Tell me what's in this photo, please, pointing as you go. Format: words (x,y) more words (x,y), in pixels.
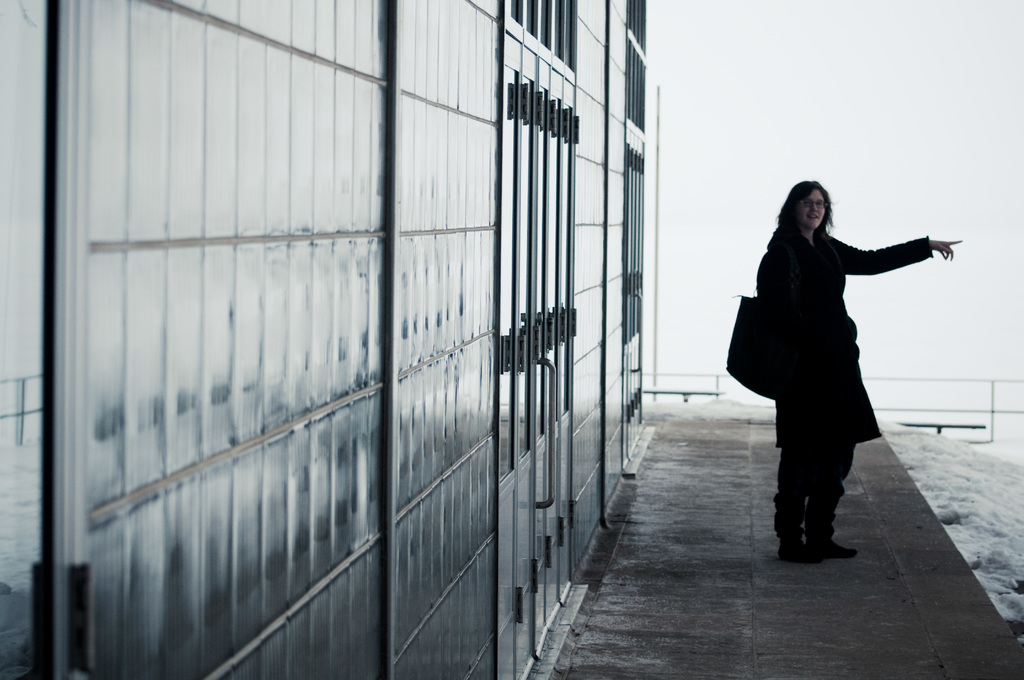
On the right side of the image (840,444) we can see a lady (838,428) standing. She is wearing a bag (793,326). On the left (265,434) there is a building (337,394). In the background (716,30) there is a sky (697,147) and we can see railings (979,381).
